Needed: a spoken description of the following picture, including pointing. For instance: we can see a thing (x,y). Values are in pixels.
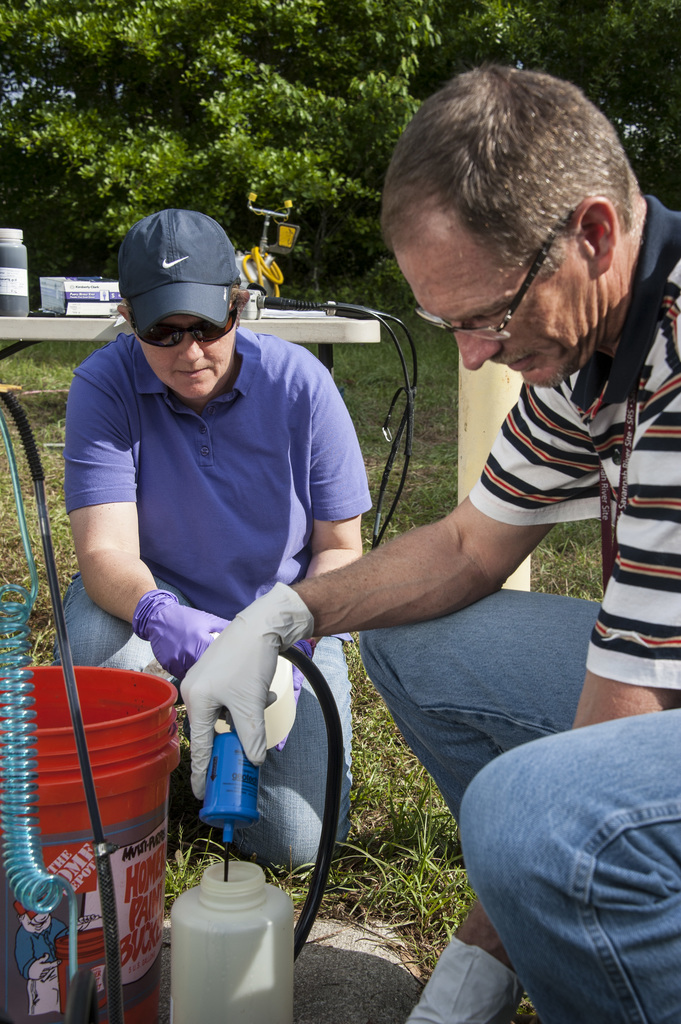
On the right side (590,604) there is a person (559,398) wearing specs (503,334) and gloves (275,587) is holding something in the hand (246,744). Also there is another person (181,412) wearing cap (161,298), goggles (169,339) and gloves (175,629). In front of them there is a bucket (123,927) and a bottle (196,921). On the ground (406,830) there is grass (430,456). In the back (326,327) there is table (296,323). On that there is a bottle (16,267) and some other things (252,263). In the background (280,108) there are trees (145,118).
